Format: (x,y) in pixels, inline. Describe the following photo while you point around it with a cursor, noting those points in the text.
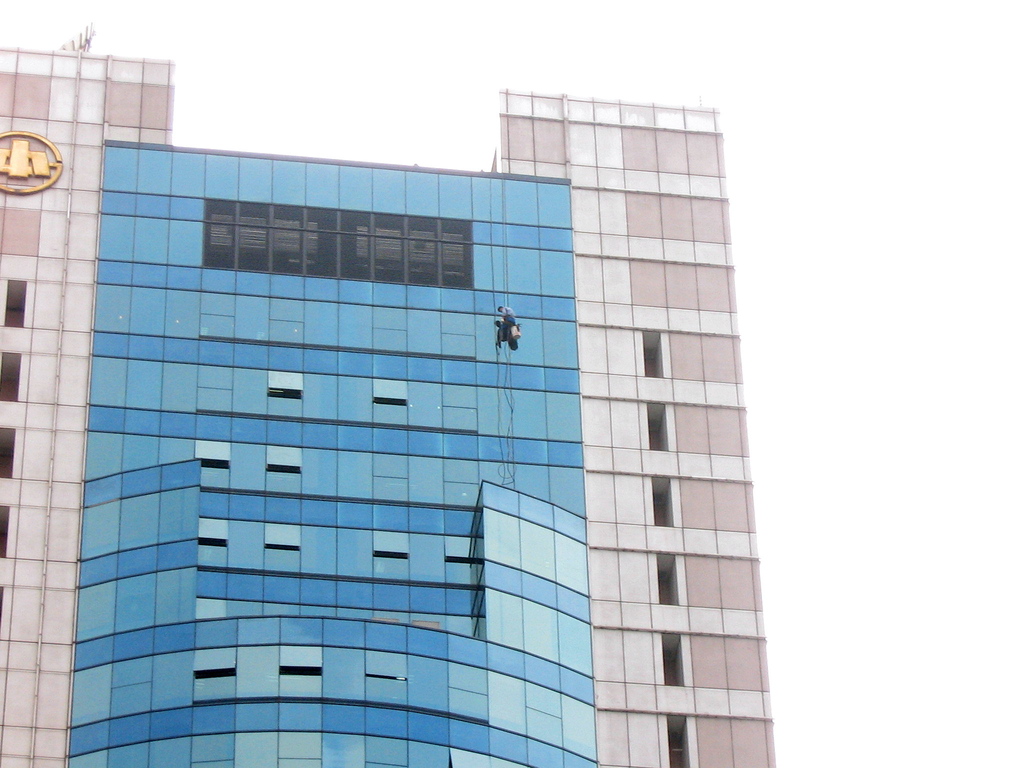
This picture is clicked outside. On the right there is an object (505,323) seems to be the person (503,307) hanging with help of the rope (506,226) and we can see the windows (658,411) of the building (81,269) and there is a logo (42,158) on the building (53,156). In the background (287,47) we can see the sky (313,133).
